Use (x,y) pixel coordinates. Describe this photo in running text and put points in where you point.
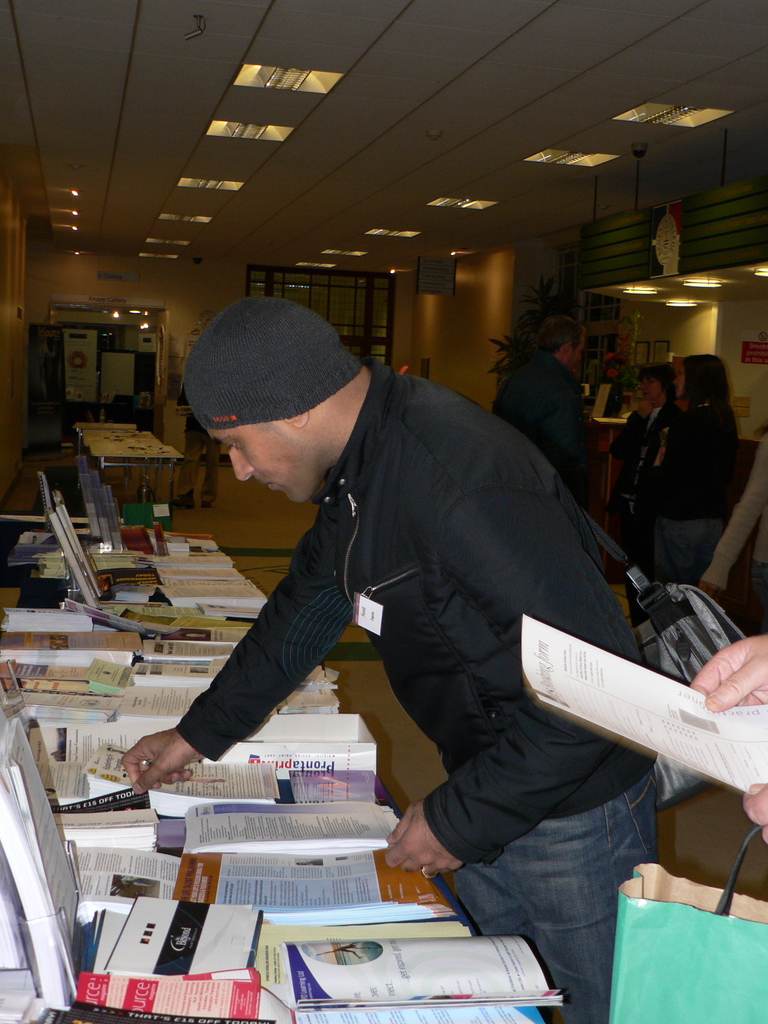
As we can see in the image there are few people (432,647) here and there, lights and tables (158,928). On tables (111,453) there are books (134,1021) and papers (155,821).
